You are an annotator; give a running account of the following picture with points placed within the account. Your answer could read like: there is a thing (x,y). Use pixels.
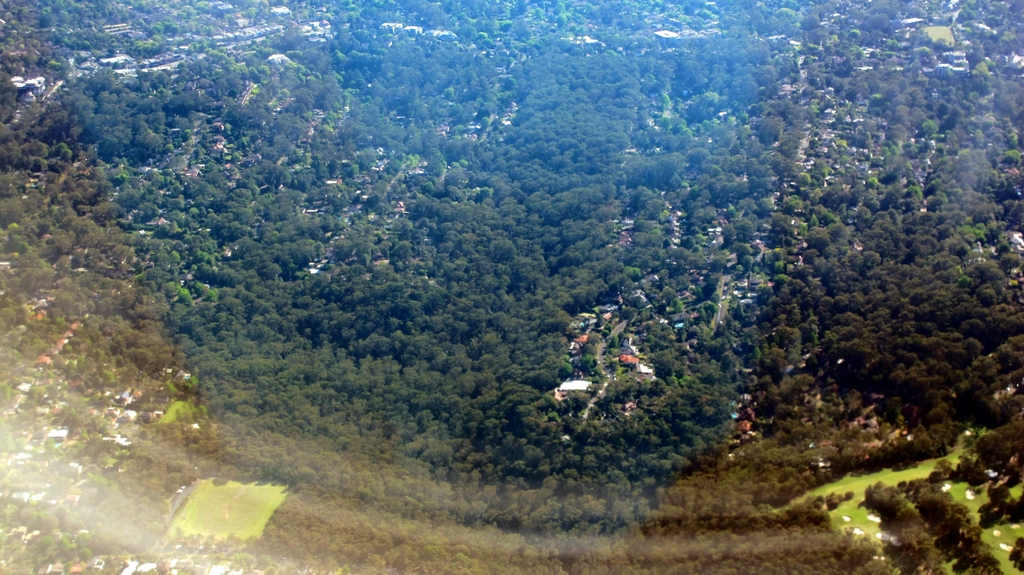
This is an aerial view, where we can see trees (564,189), buildings (695,342) and vehicles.
